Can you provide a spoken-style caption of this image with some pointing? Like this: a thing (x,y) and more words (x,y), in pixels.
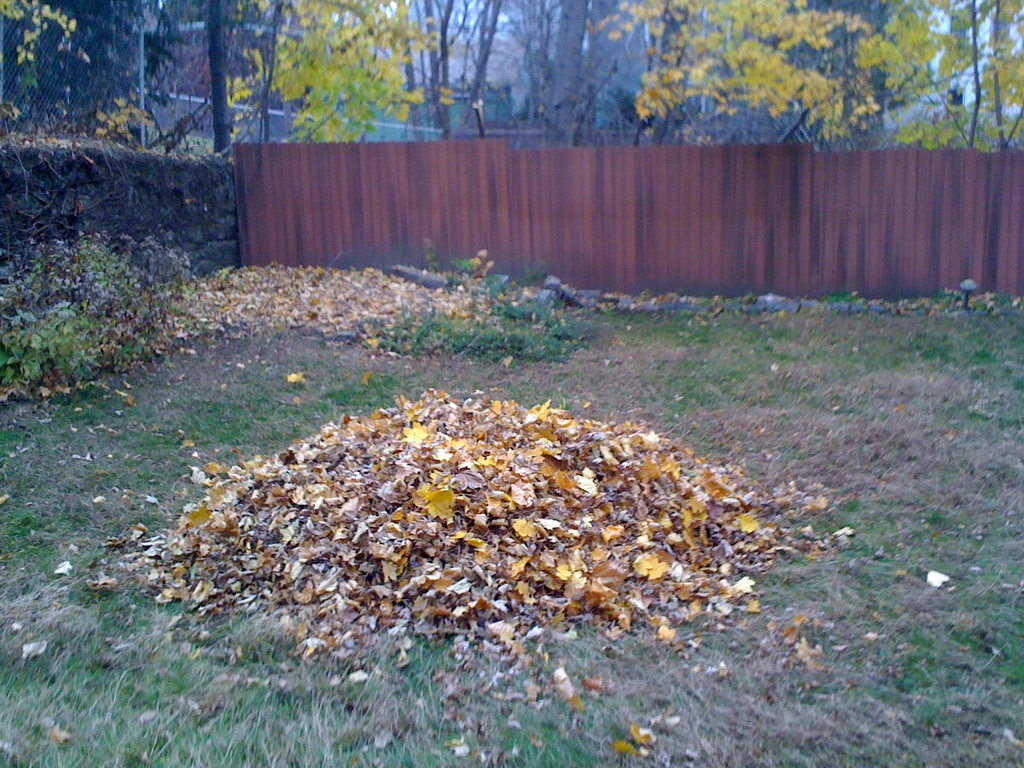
Here I can see few dry leaves (437,450) on the ground (421,708) and also I can see the grass (103,729) and plants (64,294). In the background (360,213) there is a fencing (570,214) and wall (152,213). At the back there are some trees (288,28).
